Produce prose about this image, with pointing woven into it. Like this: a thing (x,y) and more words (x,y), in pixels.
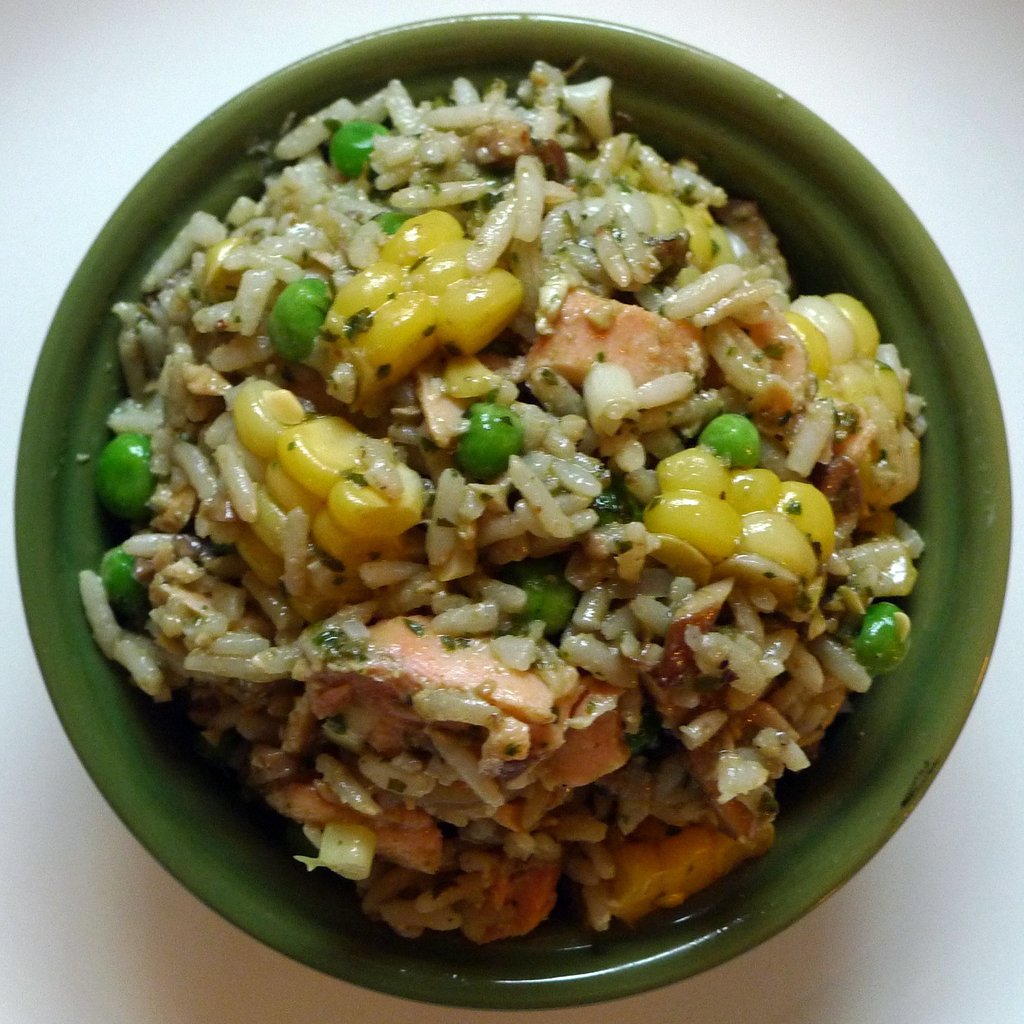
In this picture there is food (572,317) in the bowl (732,72) and the bowl (860,770) is in green color. At the bottom (80,971) it looks like a table (66,925).
